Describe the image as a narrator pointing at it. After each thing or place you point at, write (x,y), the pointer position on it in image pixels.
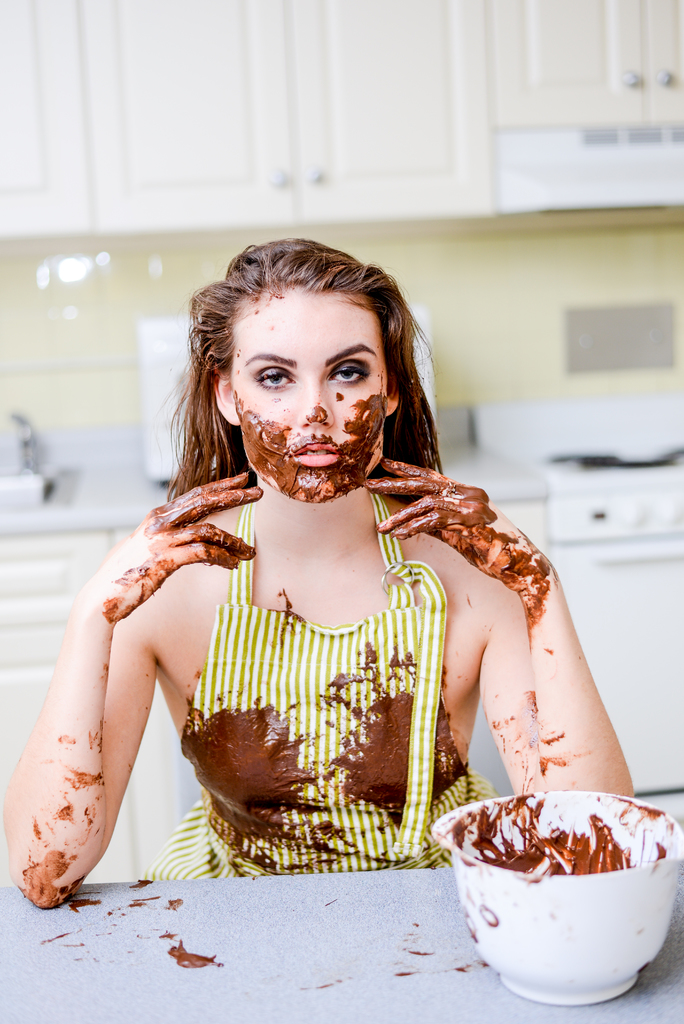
In this picture there is a lady (569,639) in the center of the image (260,520) in front of a table (101,983), there is chocolate (397,785) on her hands (151,527), face (265,485), and on her dress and there is a bowl (515,869) on the table (401,874), there are cupboards (452,176) and a stove (646,471) in the background area of the image (391,187).
